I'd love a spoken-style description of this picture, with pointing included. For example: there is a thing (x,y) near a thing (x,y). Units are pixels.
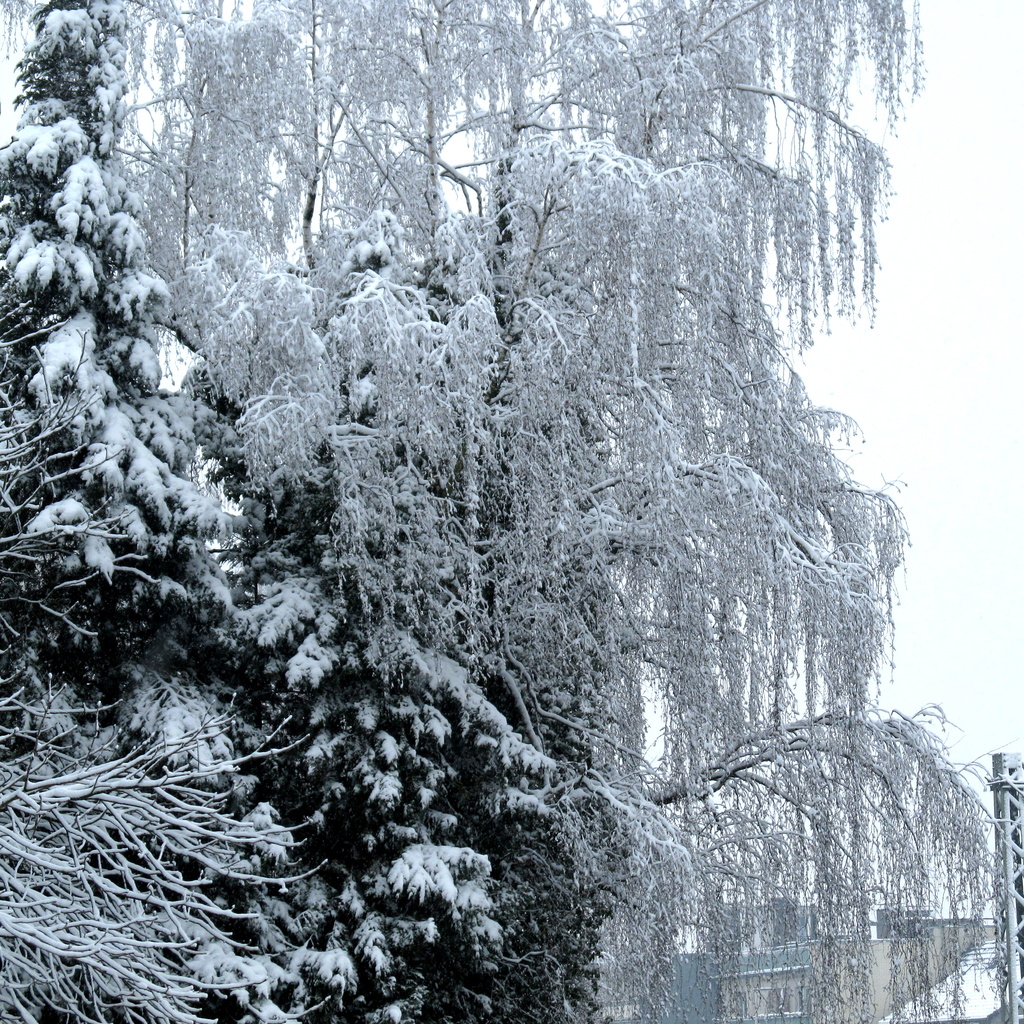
In this image we can see trees (828,659). On these trees (303,341) there is a snow (303,341).
